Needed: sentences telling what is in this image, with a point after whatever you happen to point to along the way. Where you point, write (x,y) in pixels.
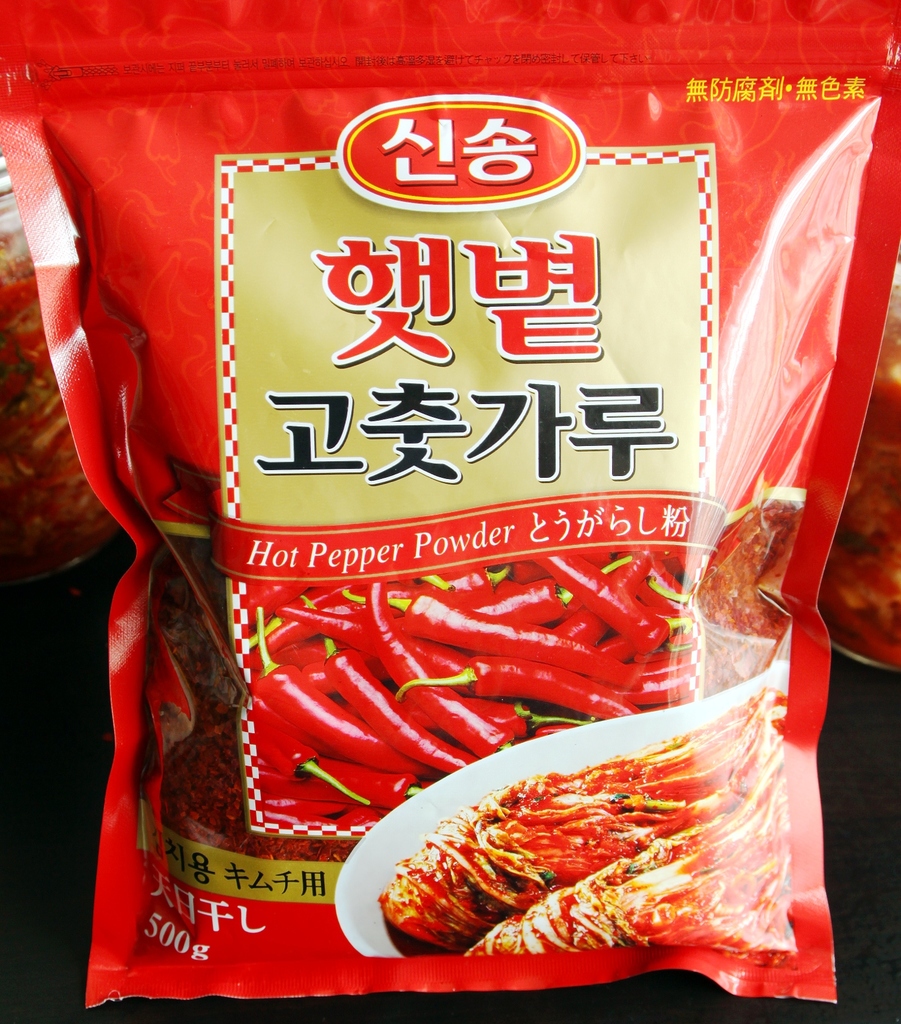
In the image in the center (446,451), we can see one red packet (570,689). On the packet (488,808), we can see red chilies (446,697). And on the packet (388,631), it is written as "Hot Pepper powder".
